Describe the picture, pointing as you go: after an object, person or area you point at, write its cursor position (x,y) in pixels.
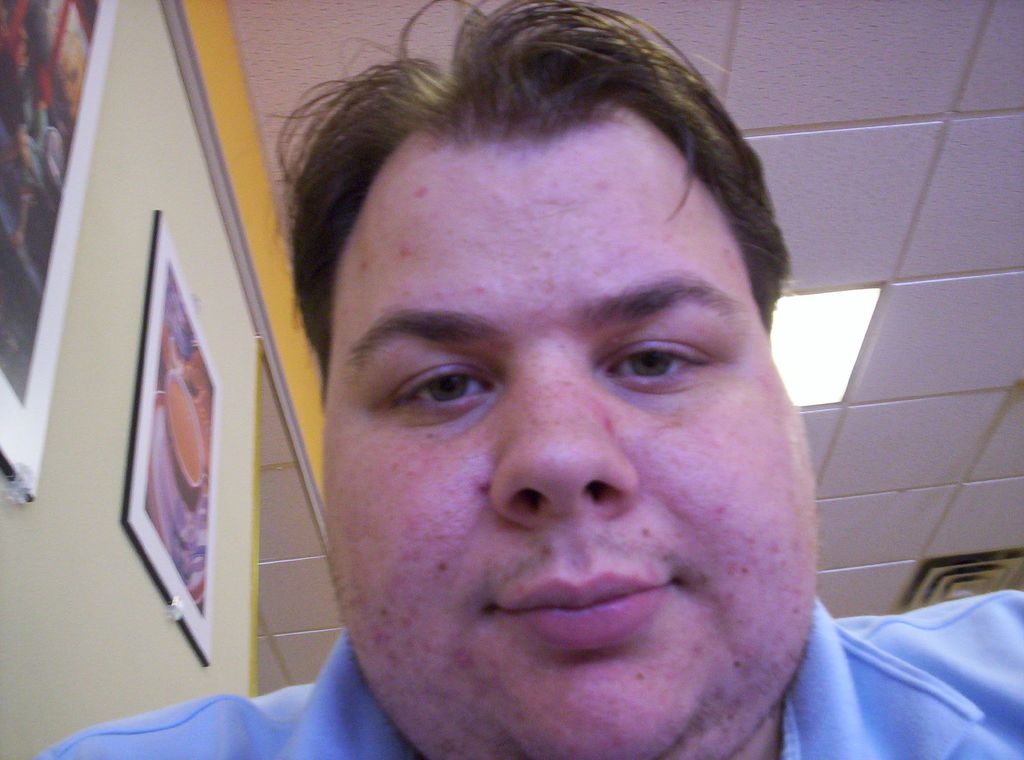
In this image there is a person (621,686) wearing a blue T-shirt (903,701). A light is attached to the roof (867,349). Left side (12,133) two picture frames (53,122) are attached to the wall (69,731).
